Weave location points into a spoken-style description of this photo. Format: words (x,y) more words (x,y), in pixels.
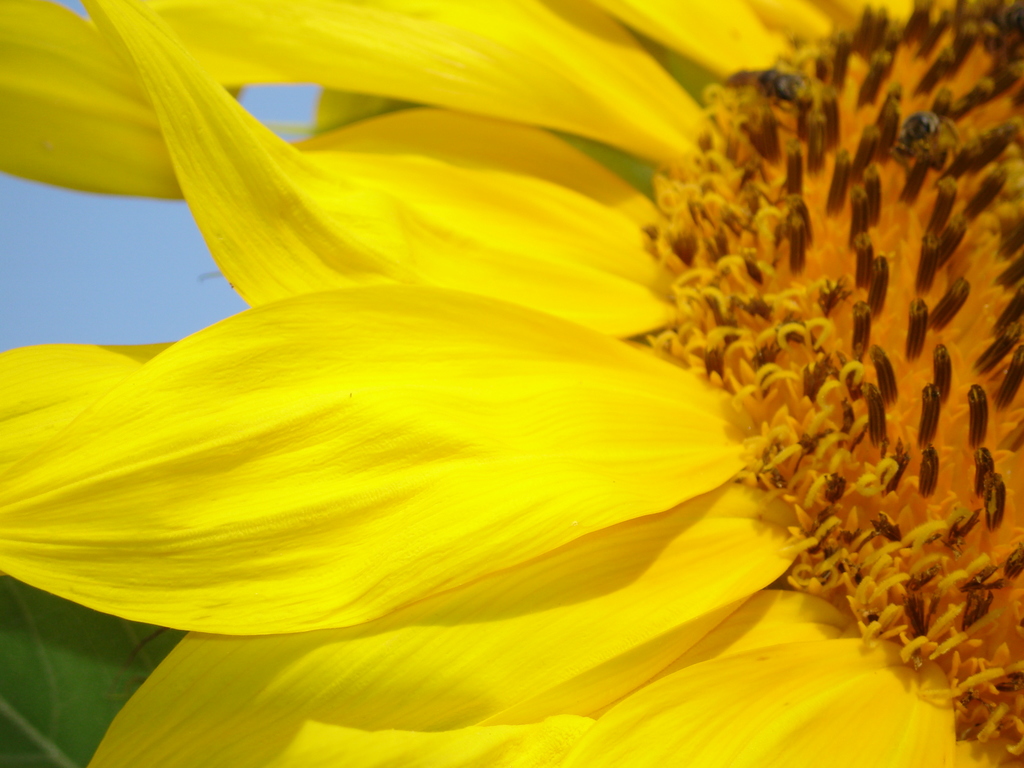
In this image we can see a flower (497,601) which is in yellow color. In the background (110,648) there is a leaf (54,655) and sky (131,327).
